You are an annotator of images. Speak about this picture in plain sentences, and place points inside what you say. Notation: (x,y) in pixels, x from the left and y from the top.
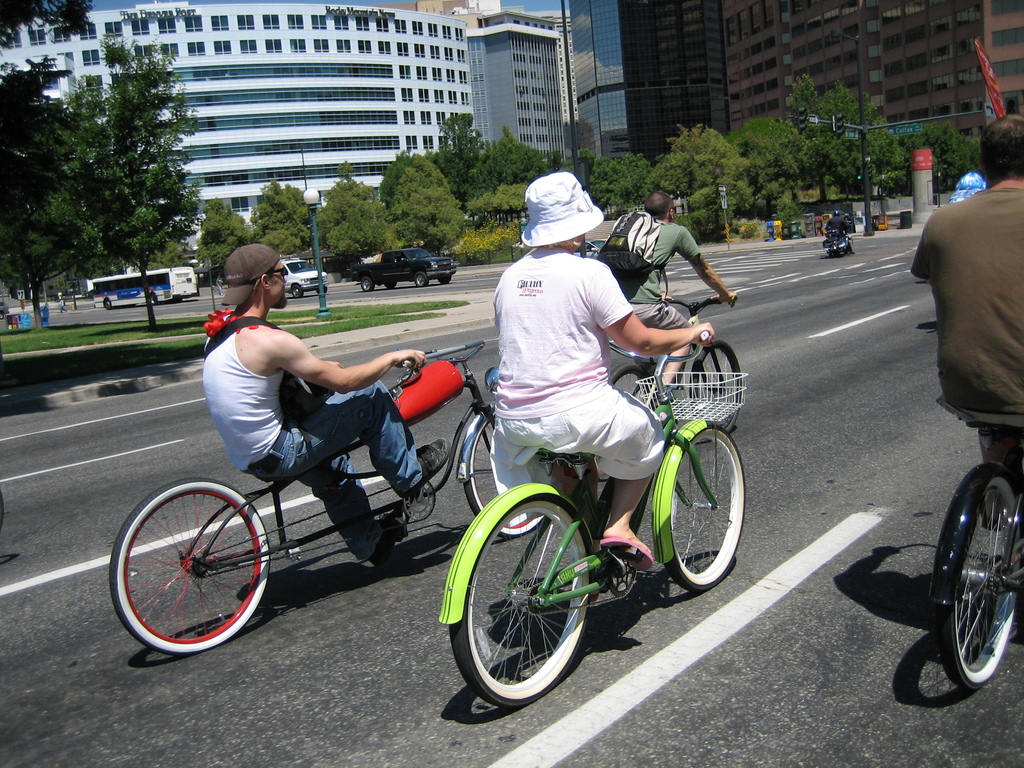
In the middle of the image (518,362) few people (971,256) are riding bicycles (1013,475). Behind them there are some vehicles (416,258) on the road (185,310) and there is a grass (308,331) and pole (324,308) and light (306,201). In the middle of the image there are some trees (711,148) behind the trees (701,125) there are some buildings (444,15).
